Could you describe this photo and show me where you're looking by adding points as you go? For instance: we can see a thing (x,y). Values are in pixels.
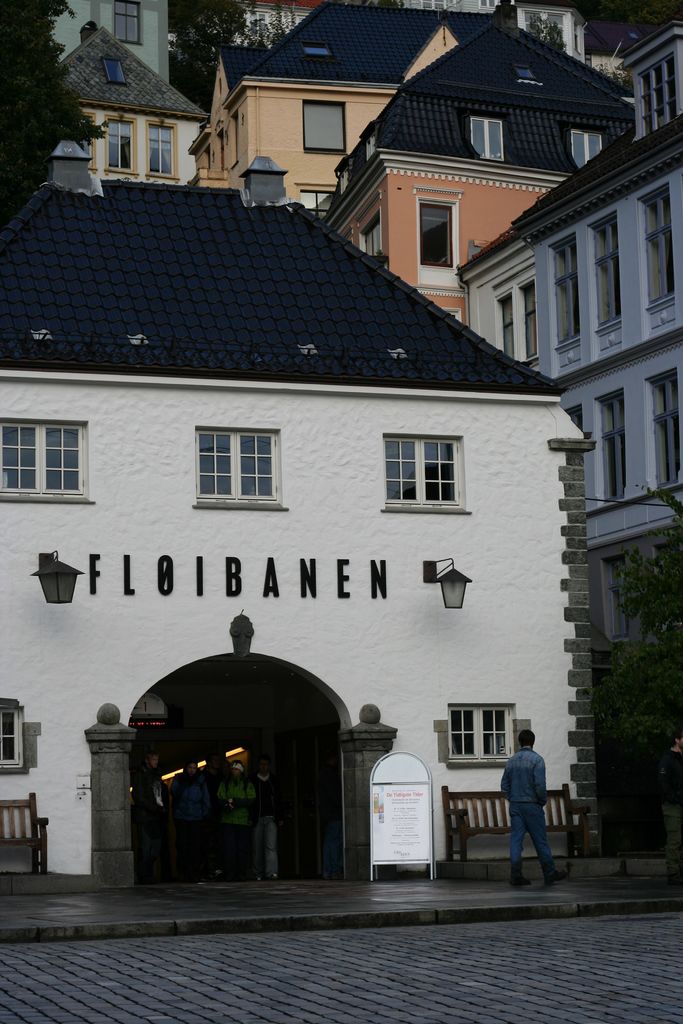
This picture is clicked outside. In the foreground (408,983) we can see the pavement (535,962) and a person (524,788) walking on the ground (574,891) and we can see a bench (485,823) and the text (407,804) on the board (386,825). In the center (237,583) we can see the group of persons (210,805), lights (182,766), text (225,582) on the house (176,676), wall mounted lamps (49,562) and a tree (673,728). In the background (419,111) we can see the houses (135,66), trees (259,41) and some other objects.
